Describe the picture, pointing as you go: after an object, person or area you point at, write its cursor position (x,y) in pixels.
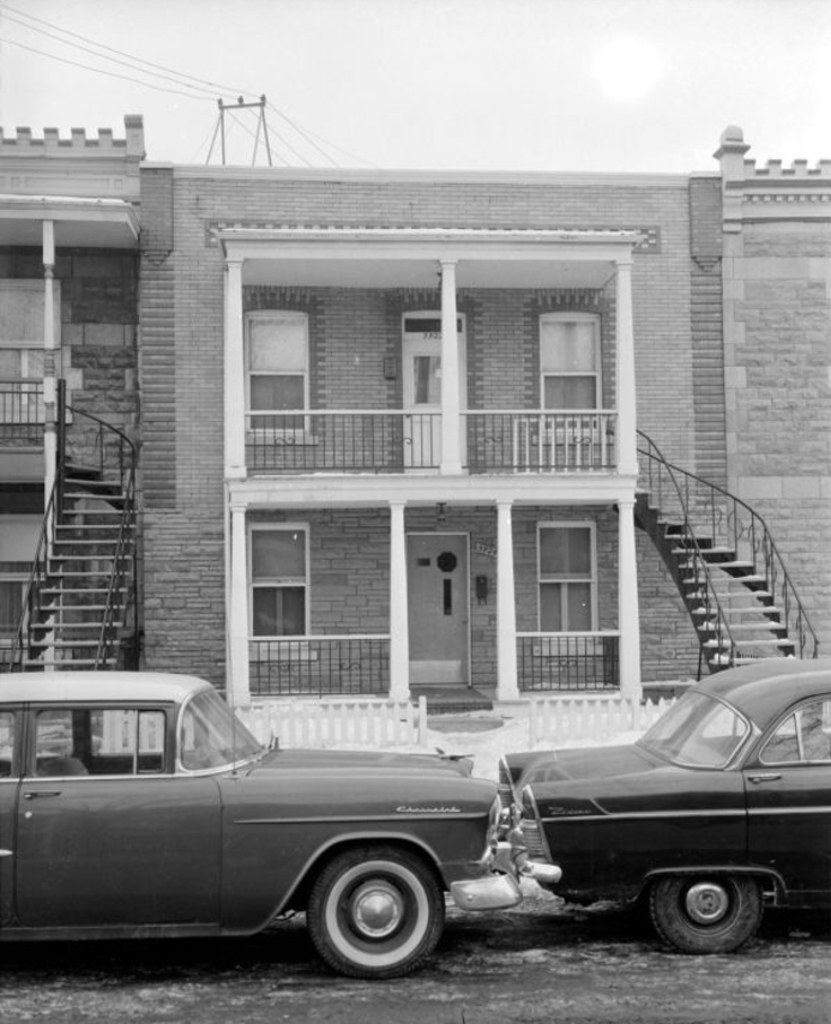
This is a black and white image. There are two cars (505,778) in the bottom of this image (231,869) and there are some buildings (314,555) in the background (425,577). There is a sky (578,69) on the top of this image (431,84).
